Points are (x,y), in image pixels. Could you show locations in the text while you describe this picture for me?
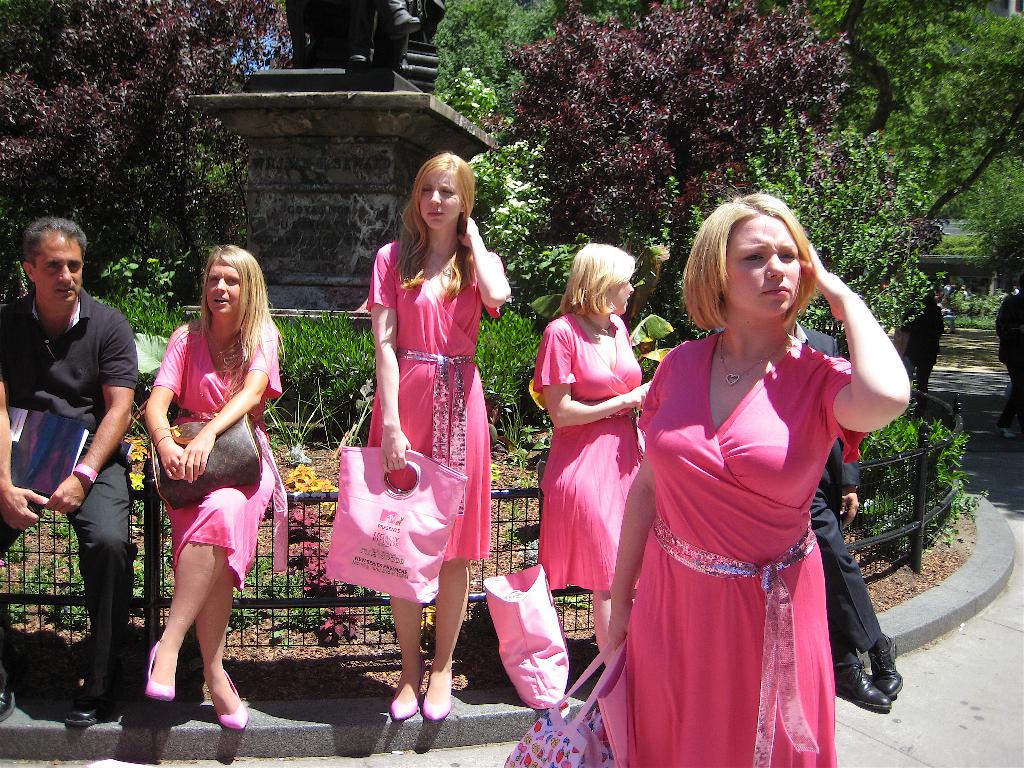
Here we can see people (564,396). These women (638,558) wore pink dress (659,598) and these two people (473,529) are holding bags (547,700). This man (88,322) is holding a book (50,438). Background we can see statues (427,21), plants (149,373), fence (304,529) and trees (655,0).
